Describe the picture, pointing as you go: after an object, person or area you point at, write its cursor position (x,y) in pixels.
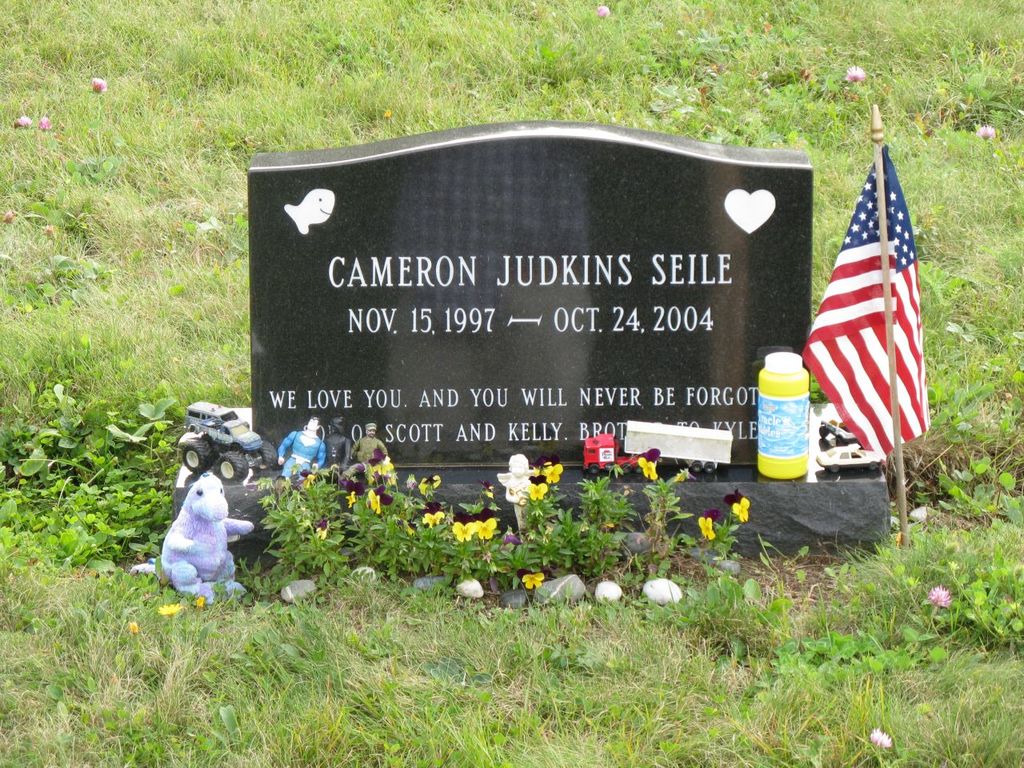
In this image I see the tombstone (466,274) over here on which there is something written and I see few toys (311,447) and I see the flag (884,337) over here which is of white, red and blue in color and I see the grass (944,433) and the plants (405,562) and I see the flowers (430,507) which are of yellow in color and I see few stones (516,590).
